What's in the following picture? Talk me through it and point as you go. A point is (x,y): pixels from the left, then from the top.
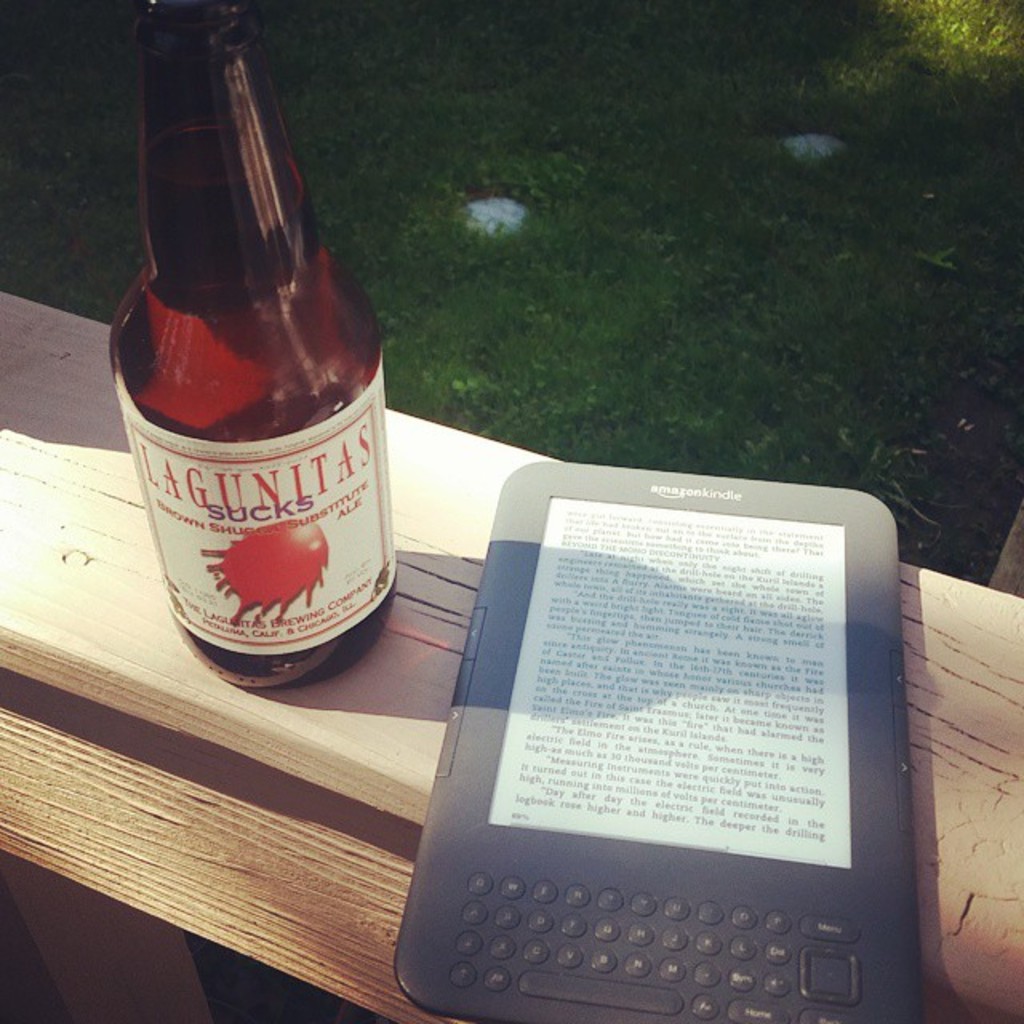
In this image i can see a electronic gadget (674,675) and a bottle (303,407) with some liquid (201,345) in it on the bench (288,688). In the background (659,192) i can see the grass (678,218).
